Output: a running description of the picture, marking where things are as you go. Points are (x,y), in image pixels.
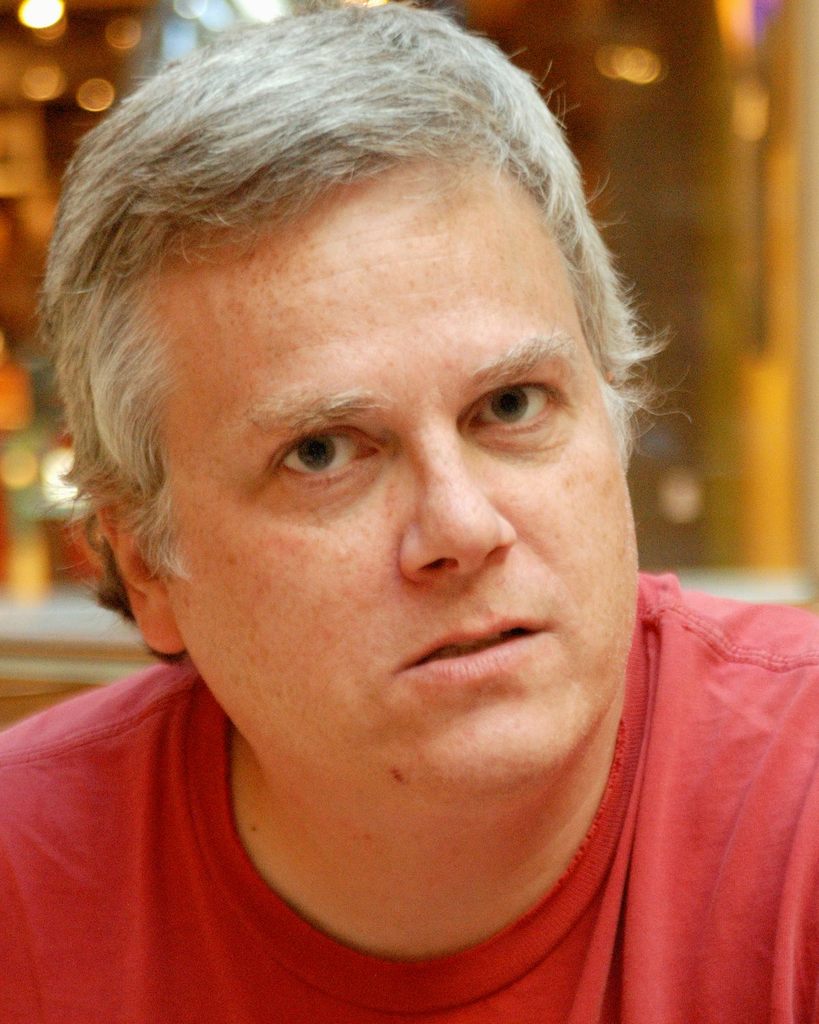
In the center of the image (433,509) we can see a man (79,801). He is wearing a red shirt (626,879). In the background (787,365) there are lights (123,27).
